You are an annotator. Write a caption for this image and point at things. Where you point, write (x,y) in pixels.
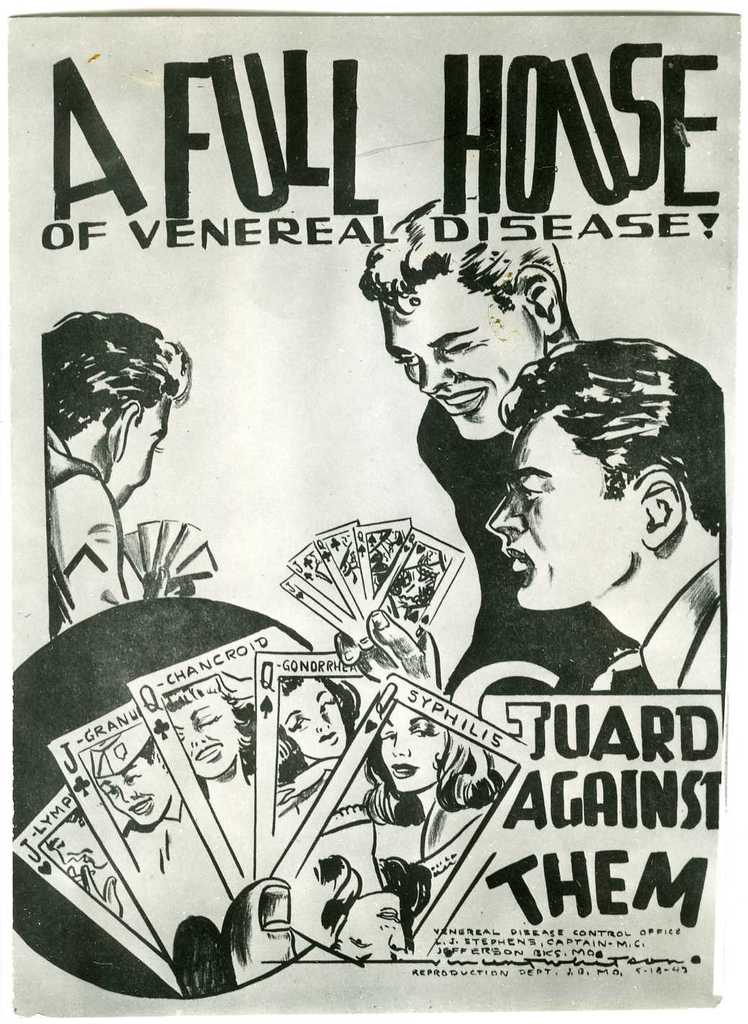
In this image we can see a picture (492,563) of persons (416,724) and text (453,147) is present on a paper (385,542).
